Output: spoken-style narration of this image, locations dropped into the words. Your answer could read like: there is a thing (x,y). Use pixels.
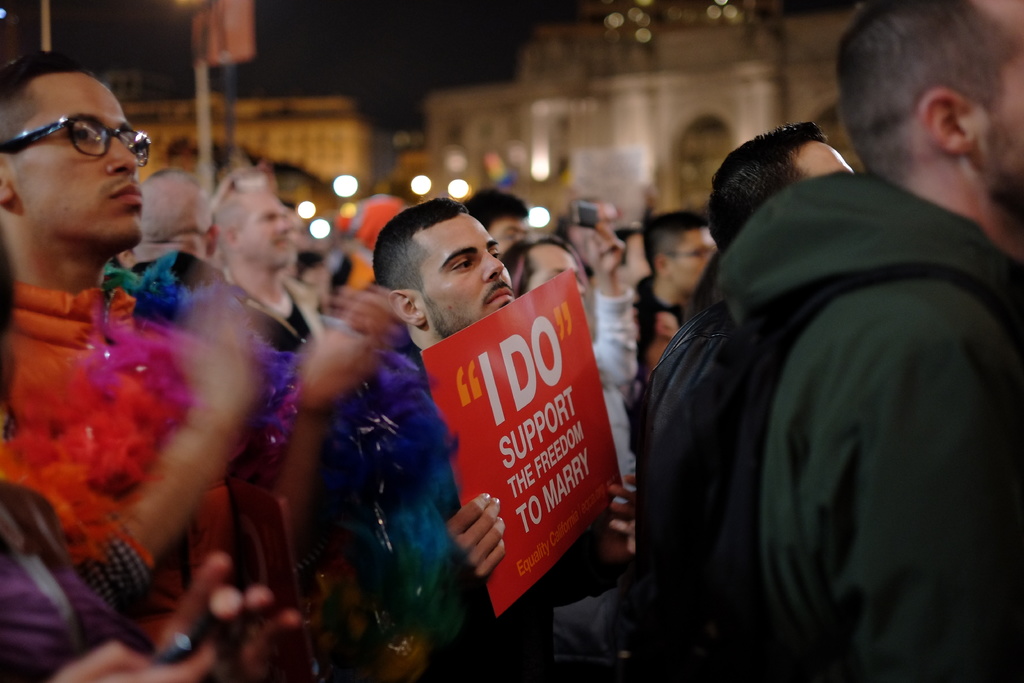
This picture is clicked outside. In the foreground (872,390) we can see the group of people (830,330) holding some objects (534,483) and seems to be standing. The background of the image (387,135) is blurry. In the background (348,79) we can see the sky (328,52), lights (343,194) and the buildings (625,93).
